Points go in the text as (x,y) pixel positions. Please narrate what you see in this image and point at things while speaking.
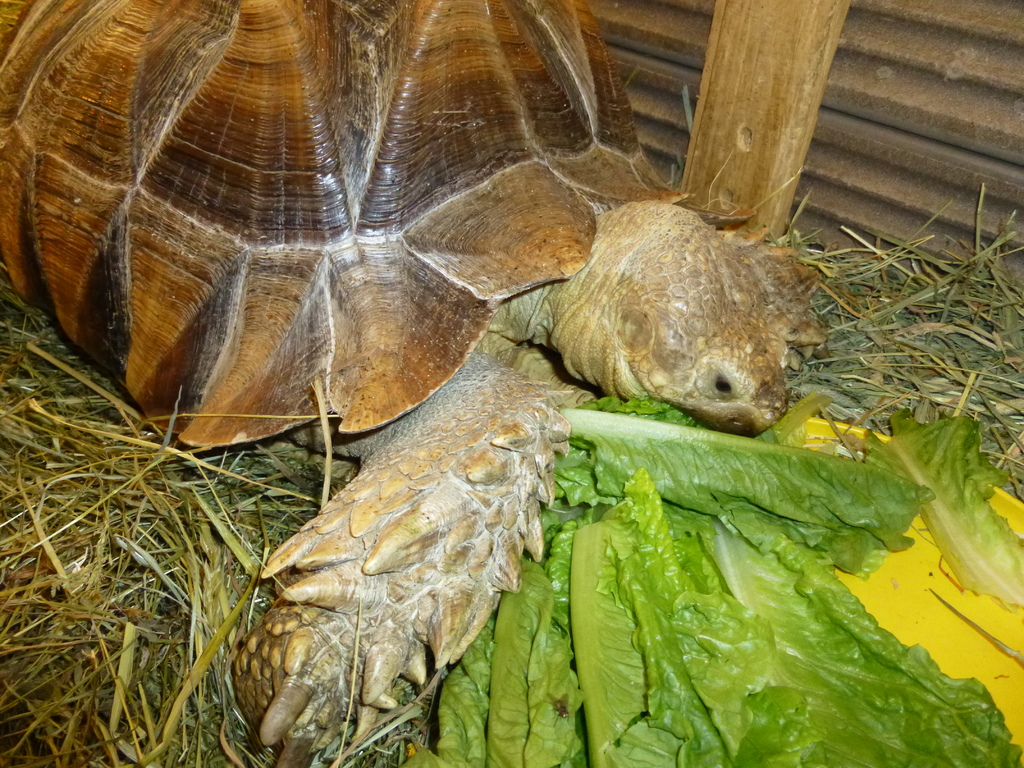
In this image we can see a tortoise (313,221) on the grass (201,556) beside the tortoise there are green leaves (685,618) in the plate (937,609) and on the right side (833,205) there is a wall (825,192).
